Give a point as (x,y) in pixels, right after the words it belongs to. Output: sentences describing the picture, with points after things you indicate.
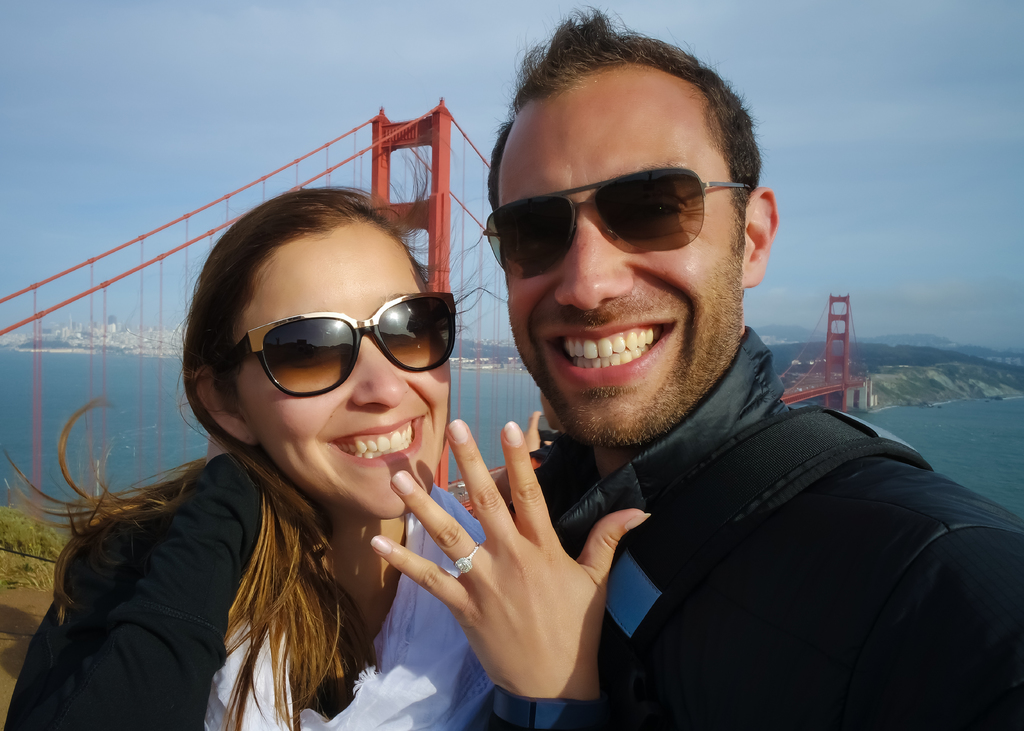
In this image I can see two people (602,432) standing and smiling. Back I can see a red color bridge (433,212), water (127,376) and buildings (112,347). The sky (305,90) is in white and blue color.
